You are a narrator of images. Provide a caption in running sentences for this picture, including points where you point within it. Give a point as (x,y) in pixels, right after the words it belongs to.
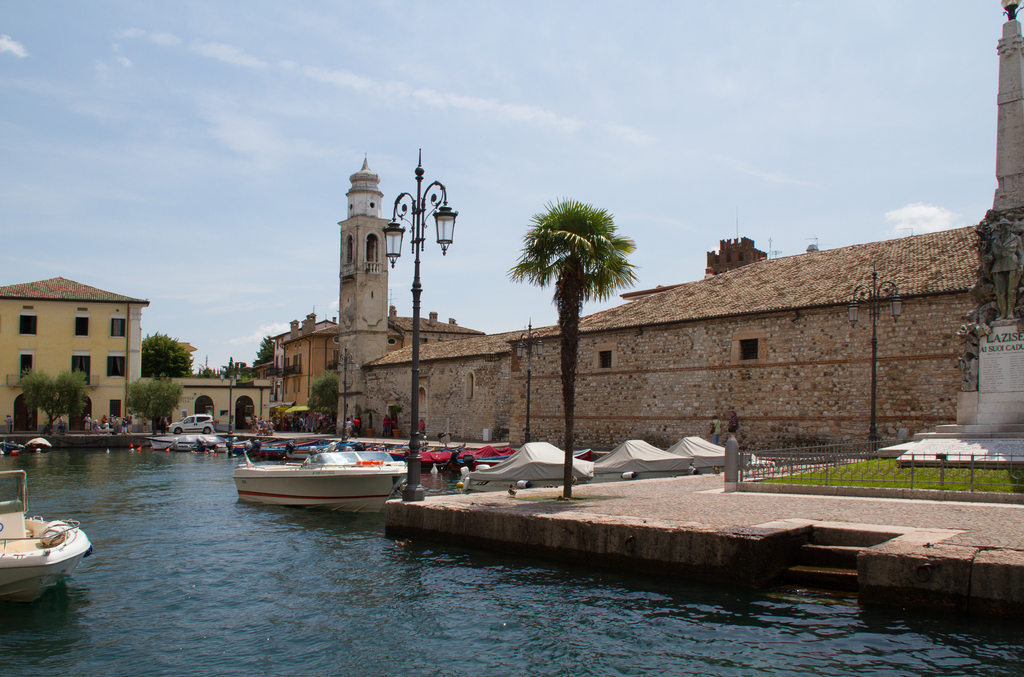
In this image I can see boats (339,489) on the water (204,484). Here I can see fence (918,476), a statue (982,415), buildings (697,390), street lights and other objects (590,466). In the background (141,383) I can see trees (159,385) vehicle (200,418) people (253,423) and the sky (220,195).
